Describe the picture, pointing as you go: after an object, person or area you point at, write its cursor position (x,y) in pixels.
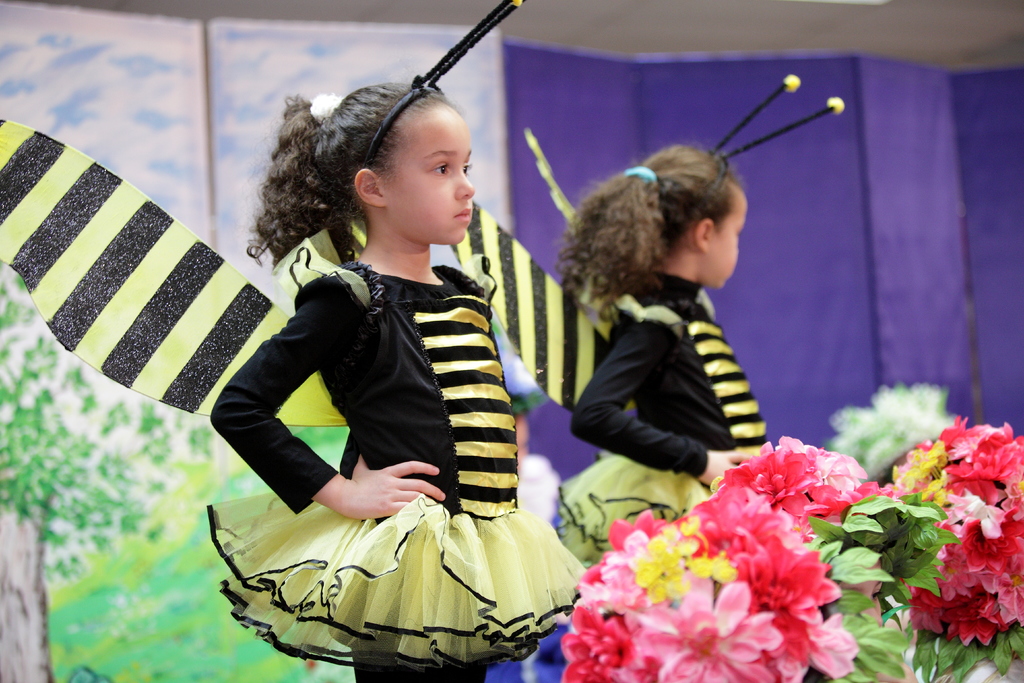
In this image at the bottom right hand corner (930,527) there are some flowers (820,502), and there are two girls (430,597) wearing fancy dress (617,329).
